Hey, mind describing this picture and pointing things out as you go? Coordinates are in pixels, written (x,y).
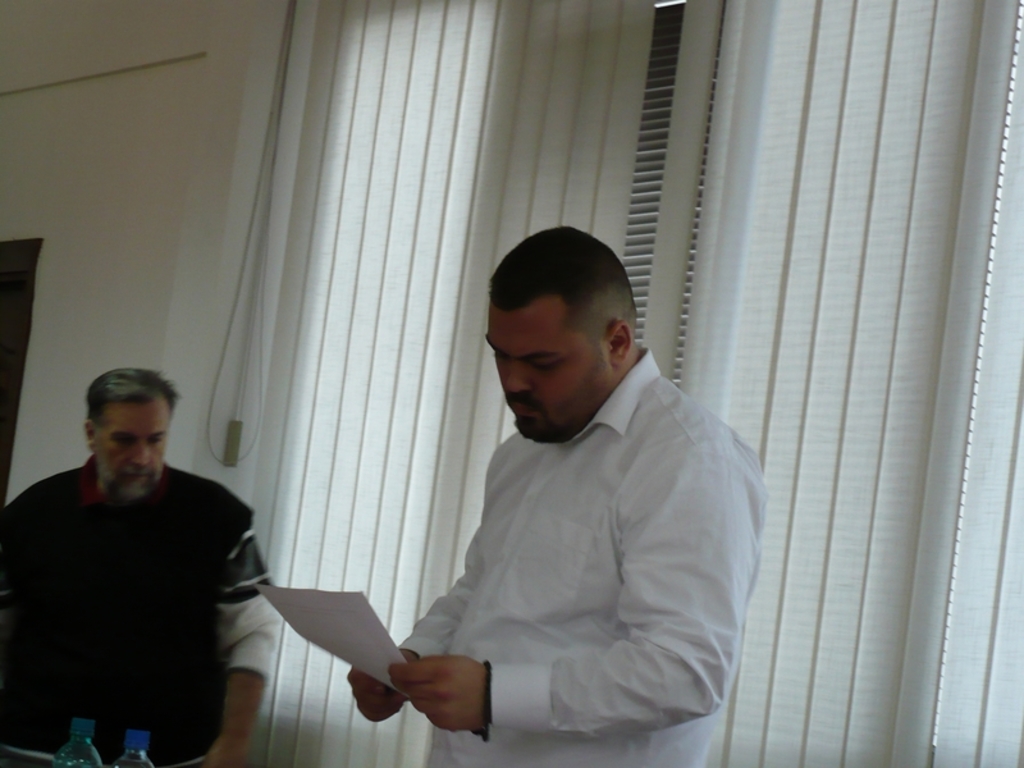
In this picture, we can see a few people (415,632) among them we can see a person (473,664) holding an object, and we can see the wall (124,291) with window blind (781,232), window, and some black color object (14,287), we can see bottles (126,764) in the bottom left corner (77,749).
